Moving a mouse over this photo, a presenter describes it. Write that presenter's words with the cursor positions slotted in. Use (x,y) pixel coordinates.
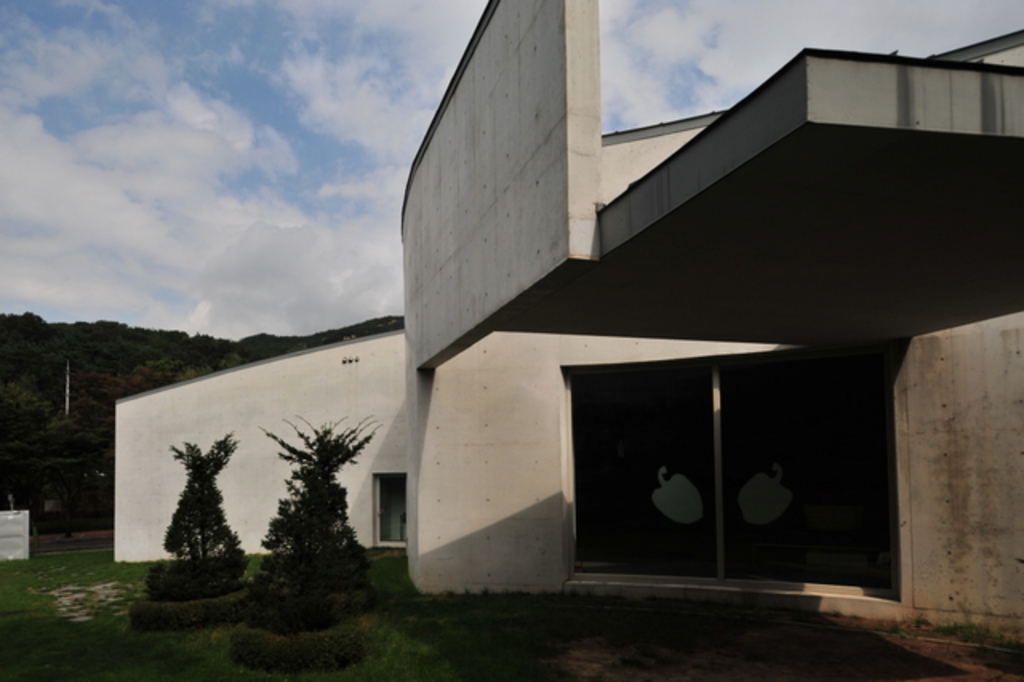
In this image, there are plants (289,445) in front of the building (512,381). There is a hill (115,353) on the left side of the image (139,352). There is a sky (288,112) at the top of the image (384,60).
